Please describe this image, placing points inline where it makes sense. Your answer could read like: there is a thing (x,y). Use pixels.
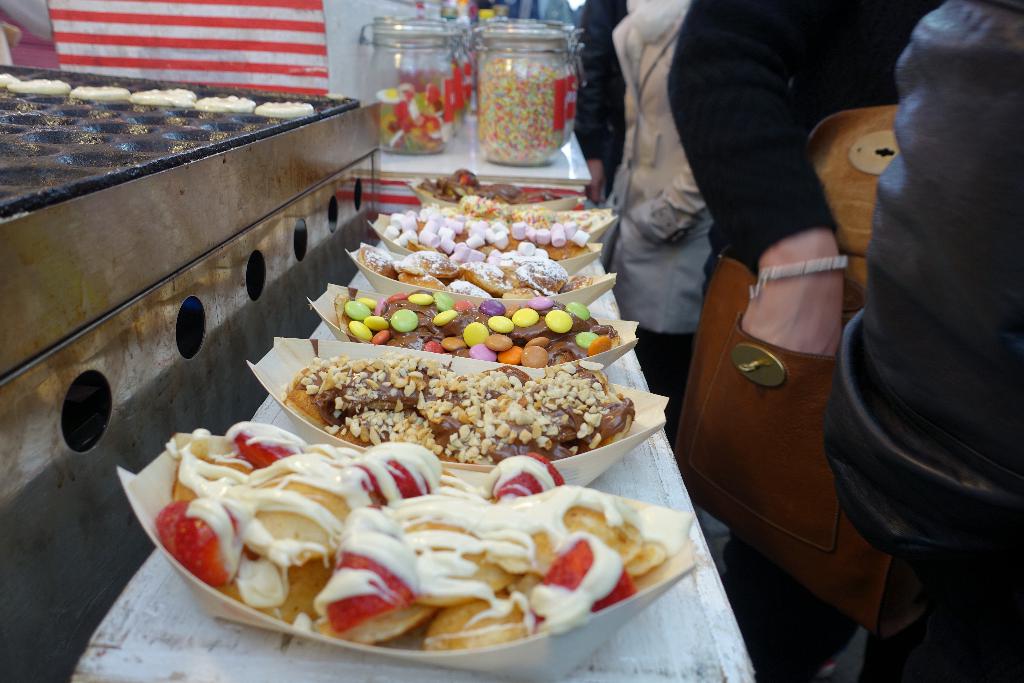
In this image I see number of food items (439,299) on a table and I see few jars (426,63) over here and I see number of persons (698,147) over here and I see the brown color bag (867,208) and I see the white color things (172,97) on the black color thing (122,116).
